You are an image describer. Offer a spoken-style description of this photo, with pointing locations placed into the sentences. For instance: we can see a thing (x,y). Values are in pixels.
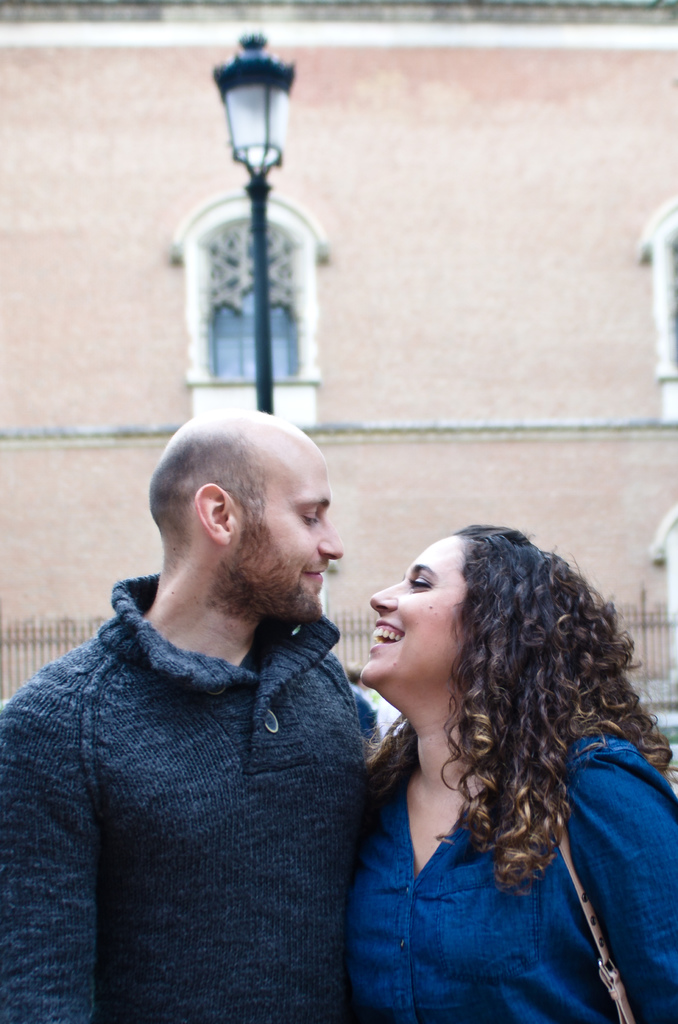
A man (292,513) is looking at this girl (477,871). She is laughing, she wore blue color dress (459,881). Behind them there is a lamp (258,223) and it is a building (296,253).
